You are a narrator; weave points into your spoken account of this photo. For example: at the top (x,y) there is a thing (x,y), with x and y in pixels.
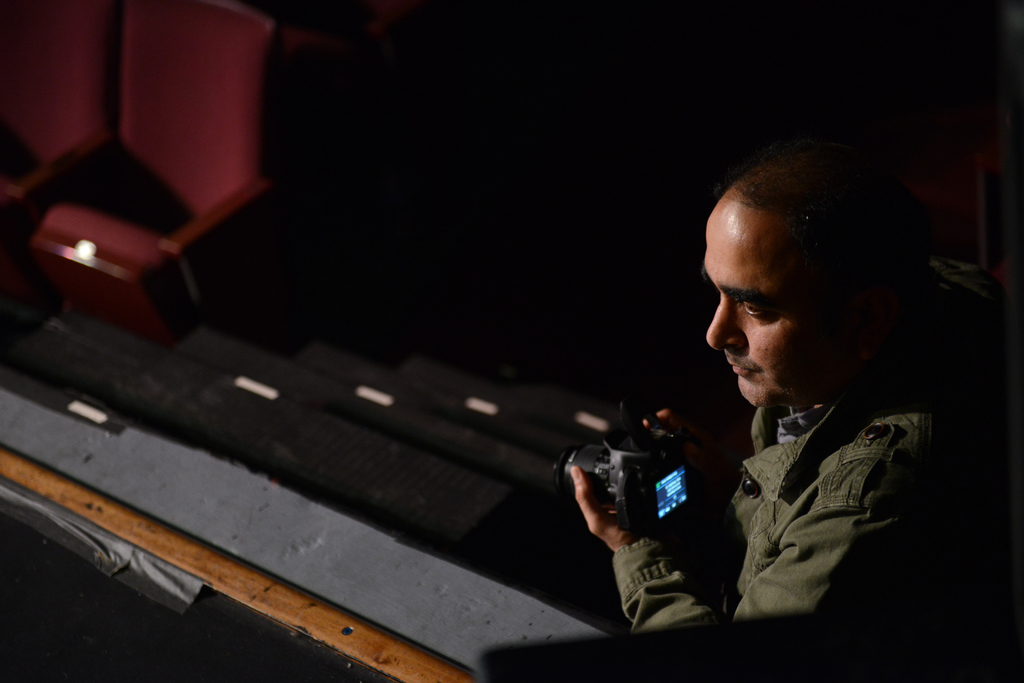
In this image on the right side (846,474), I can see a person (790,486) holding a camera (680,510). In the top left corner (138,153), I can see the chairs (121,233).
